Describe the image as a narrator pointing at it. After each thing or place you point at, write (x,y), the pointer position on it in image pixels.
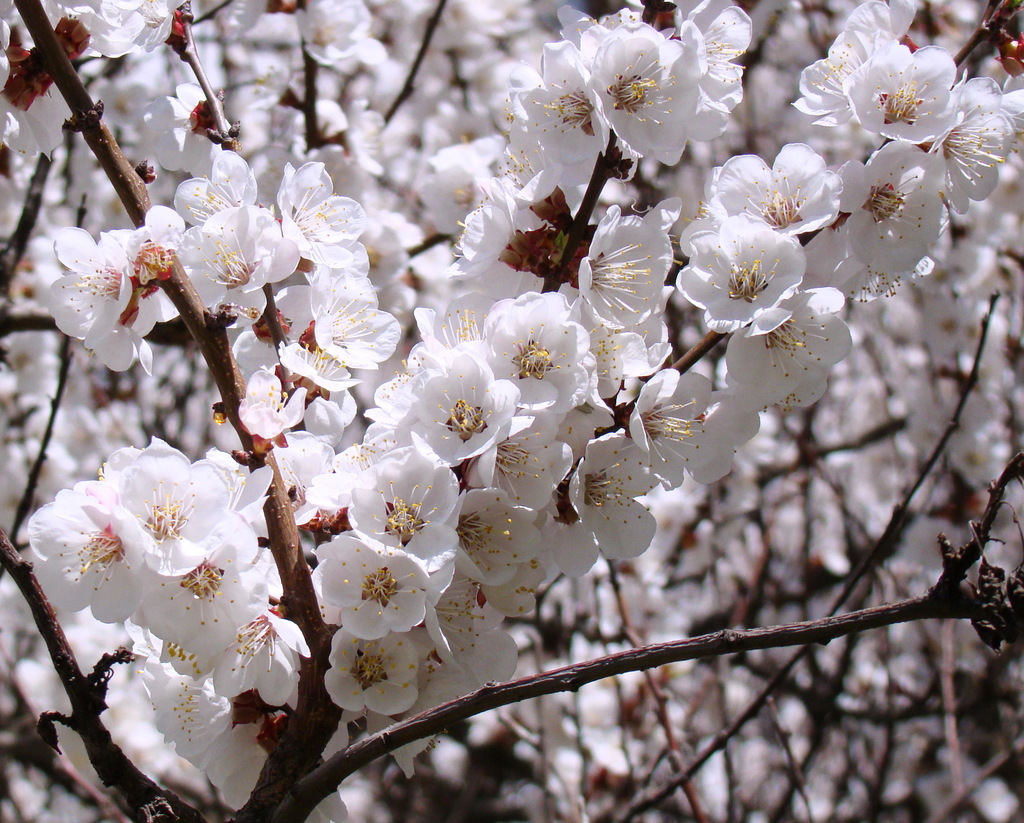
In this image we can see blossoms (399,696).
